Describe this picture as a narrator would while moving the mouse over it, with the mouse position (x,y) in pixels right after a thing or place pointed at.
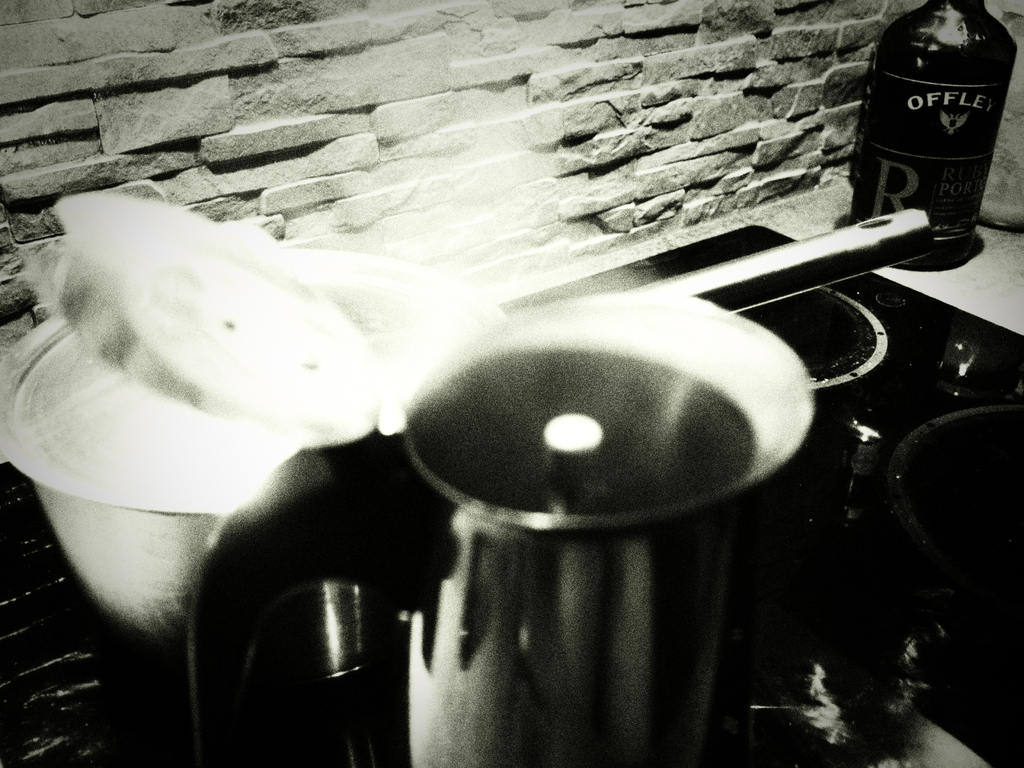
It is a black and white image, there are two vessels (328,448) kept on the gas stove (378,655) and beside that there is a bottle (901,82) and in the background (507,63) there is a wall (507,63).
